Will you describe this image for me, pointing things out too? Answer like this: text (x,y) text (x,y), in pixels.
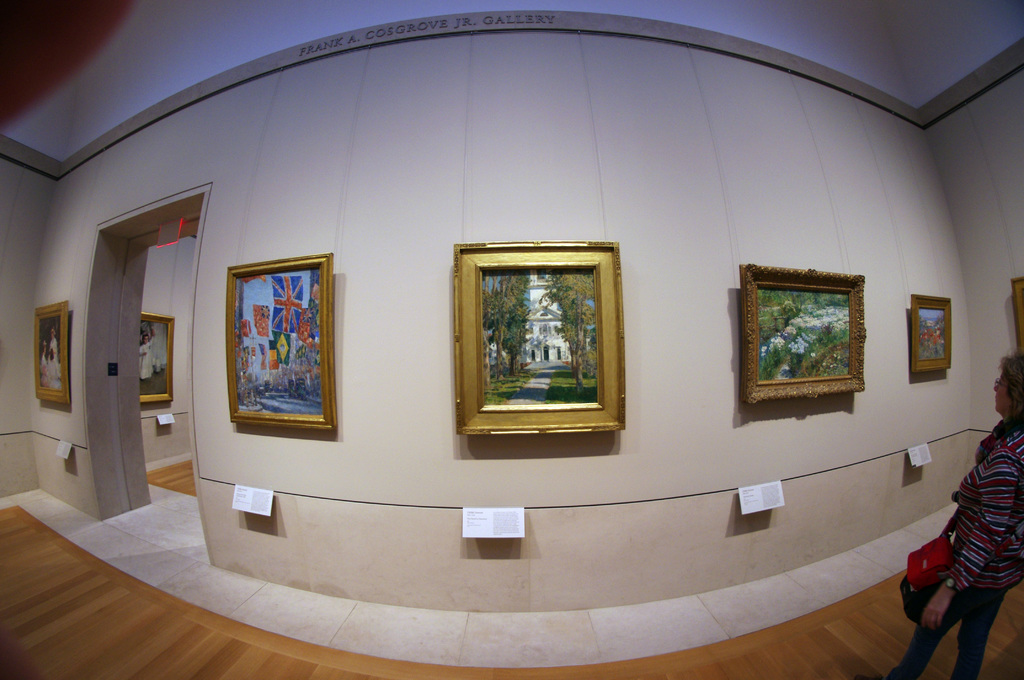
Pictures (550,355) are on the walls (876,333). Under these pictures (314,375) there are information cards (518,517). Here we can see a person (931,613). This person (1014,460) wore a bag (928,563).
